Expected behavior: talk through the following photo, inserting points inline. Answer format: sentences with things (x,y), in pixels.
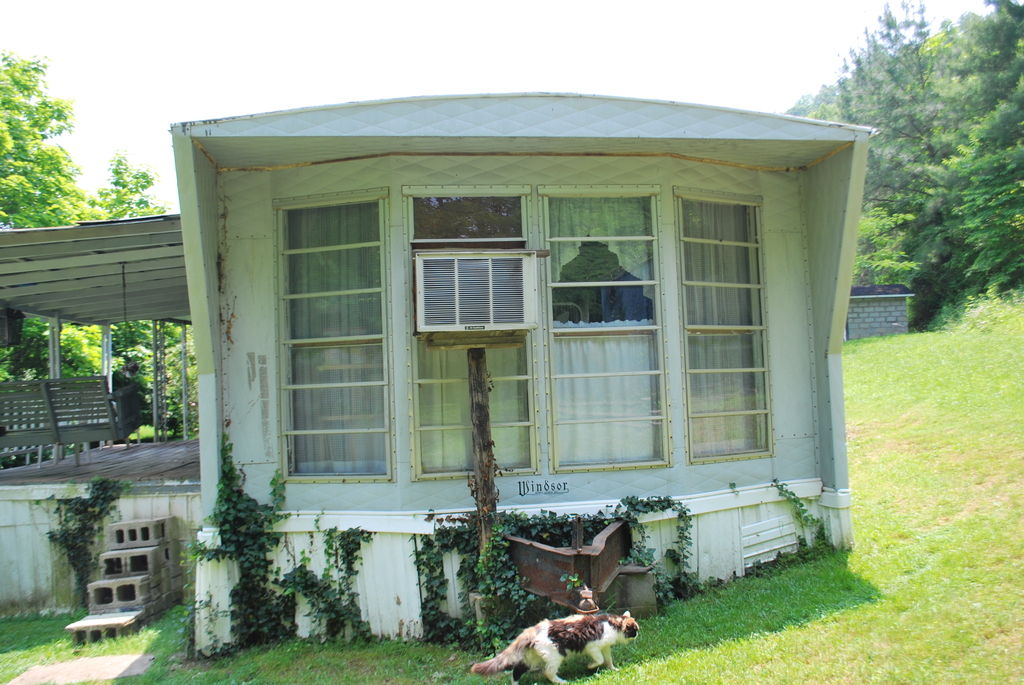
In this image I can see the house (455,427). In-front of the house (378,527) there is an animal (522,633) which is in white and brown color. It is on the ground (629,641). To the left (110,385) there is a shed (85,453). In the background (590,61) there are many trees (983,174) and the sky (541,80).
